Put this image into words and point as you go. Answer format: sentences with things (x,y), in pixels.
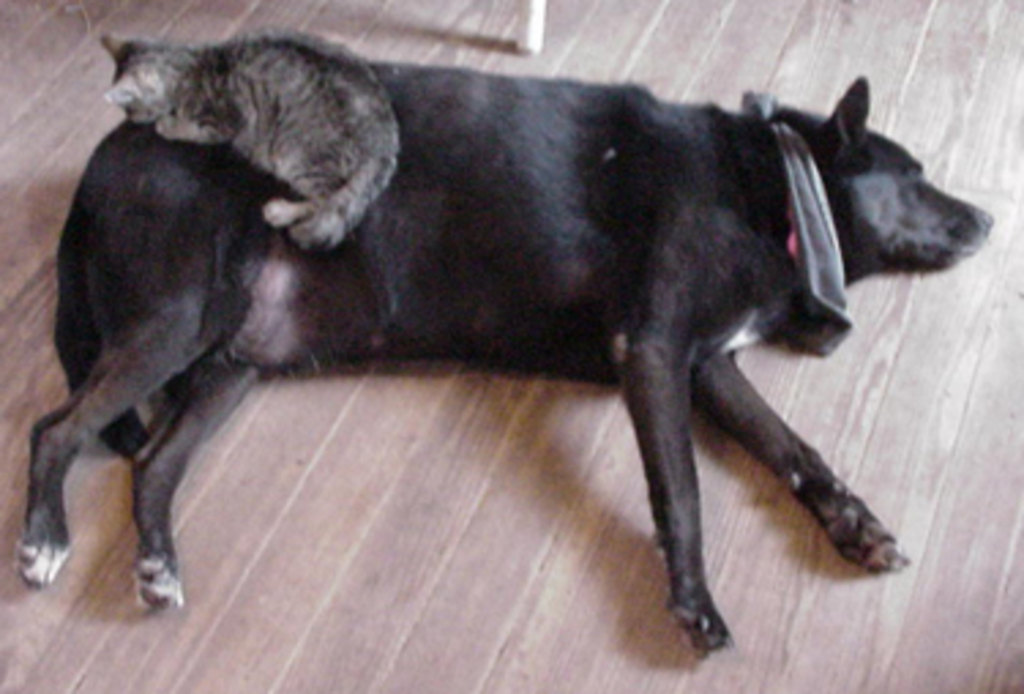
In this image I can see a dog (605,221) is lying on a wooden floor (997,70) and a cat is lying on the dog (552,216).
